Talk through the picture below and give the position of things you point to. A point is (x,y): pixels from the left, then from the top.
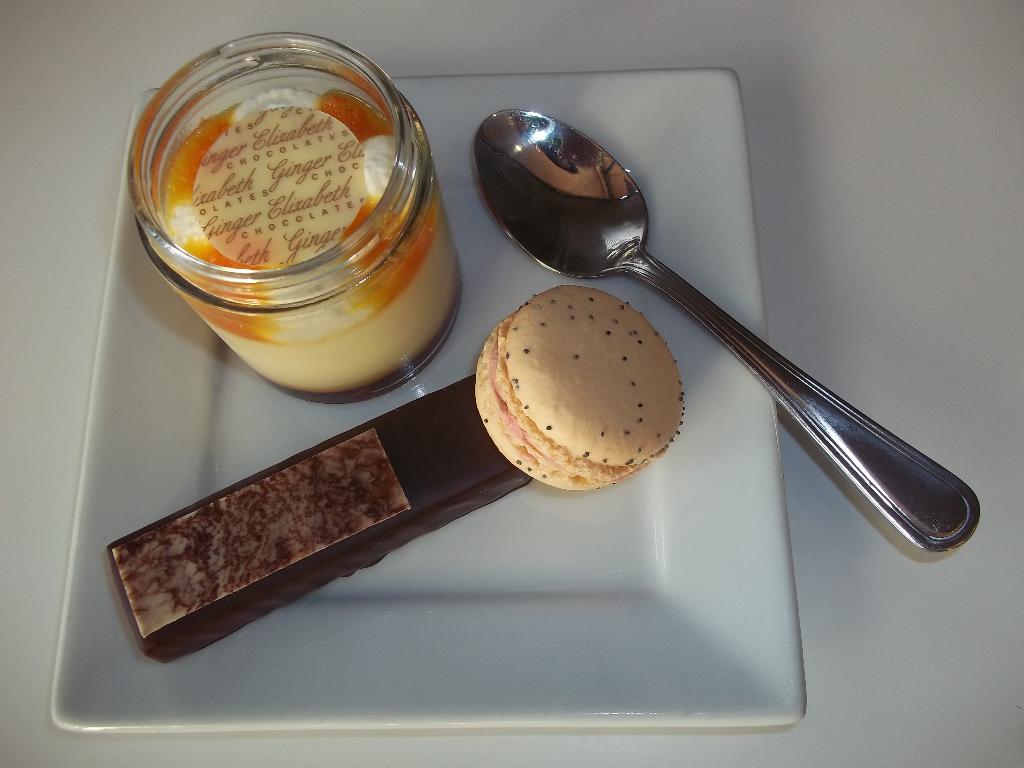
In this picture, we can see some food items (276,196), jar (362,315), and spoon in plate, and the plate (563,495) is on an object (686,4).
